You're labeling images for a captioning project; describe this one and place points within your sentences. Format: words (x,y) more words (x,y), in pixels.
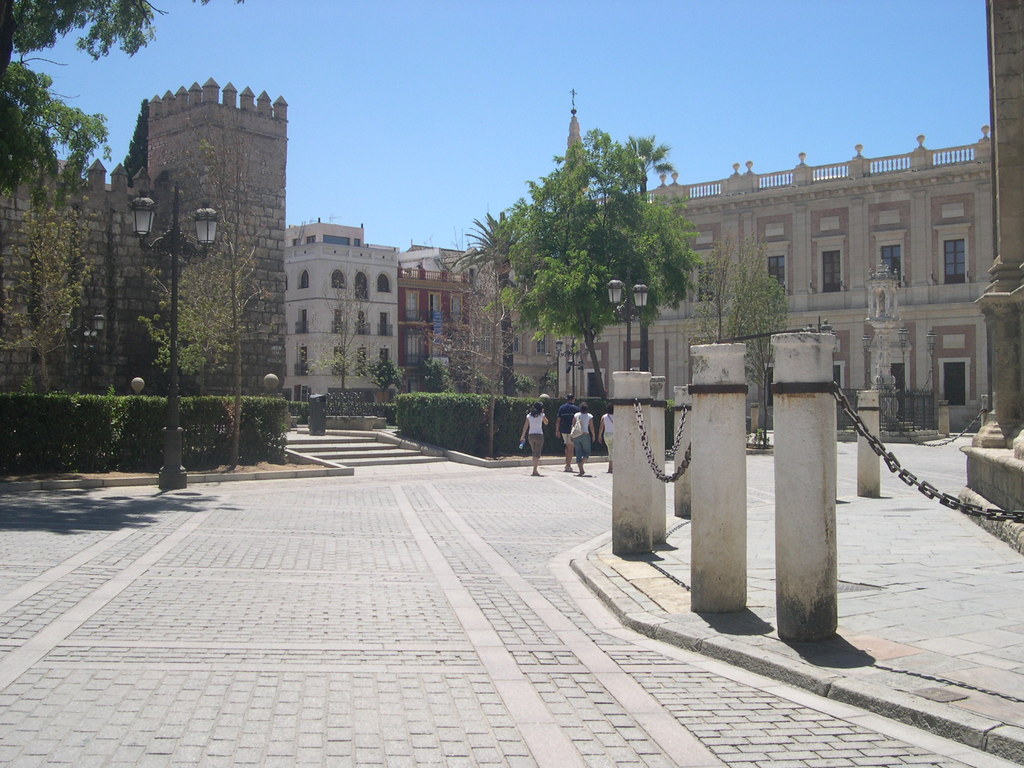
In this picture we can see four persons (537,456) walking on the walkway (540,476). On the right side of the image (726,438), there are poles (687,433) with chains (687,466). On the left side of the people (528,440), there are street lights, hedges (261,440), trees (586,286) and buildings (279,300). At the top of the image (425,94), there is the sky (422,129).
